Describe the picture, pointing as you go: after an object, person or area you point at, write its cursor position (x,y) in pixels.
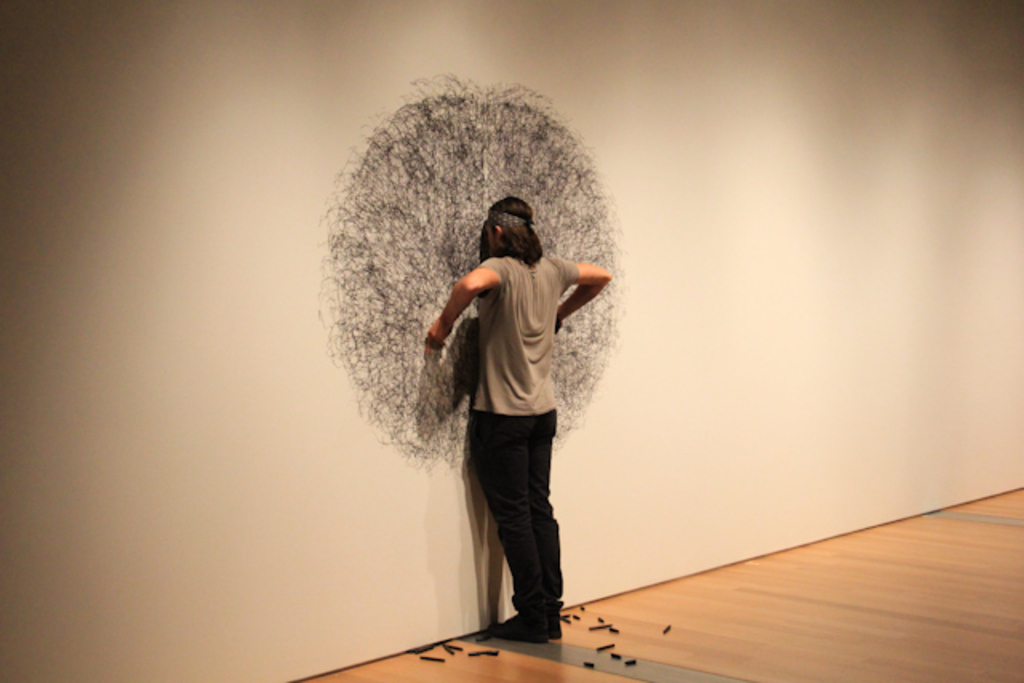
This picture is clicked inside. In the center (542,258) there is a person (526,396) standing on the ground (631,625) and there are some objects (614,631) lying on the floor (802,627). In the background (809,142) we can see the wall (388,308) and sketch (551,169) on the wall (569,362).
